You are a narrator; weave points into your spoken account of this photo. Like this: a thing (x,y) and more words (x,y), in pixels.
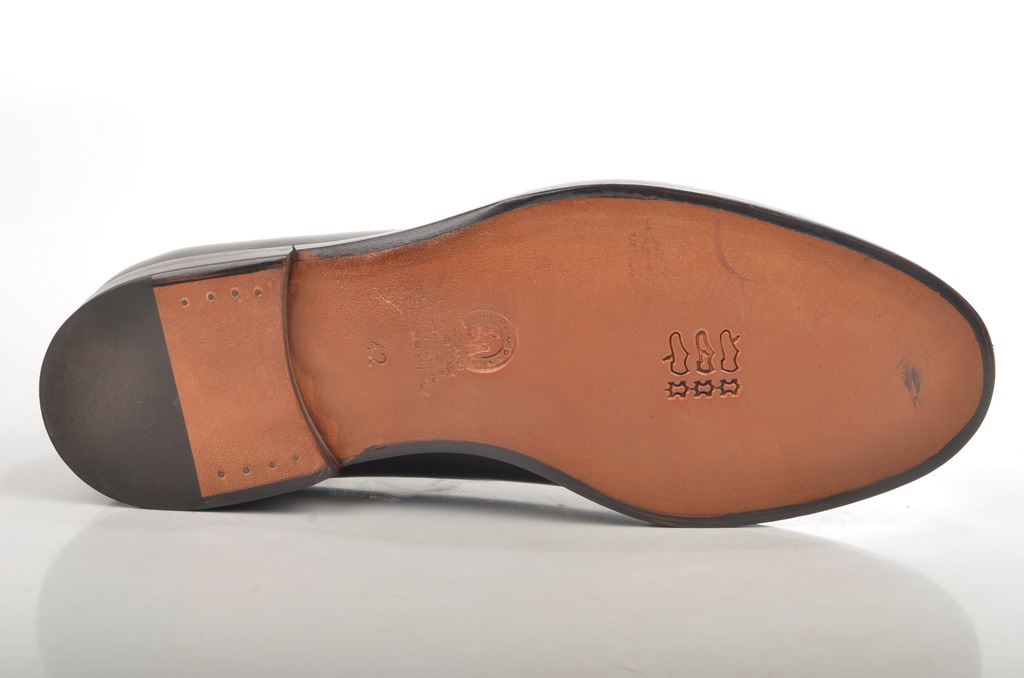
On this white surface (519,536) there is a shoe (595,329). Background (652,69) it is in white color.
